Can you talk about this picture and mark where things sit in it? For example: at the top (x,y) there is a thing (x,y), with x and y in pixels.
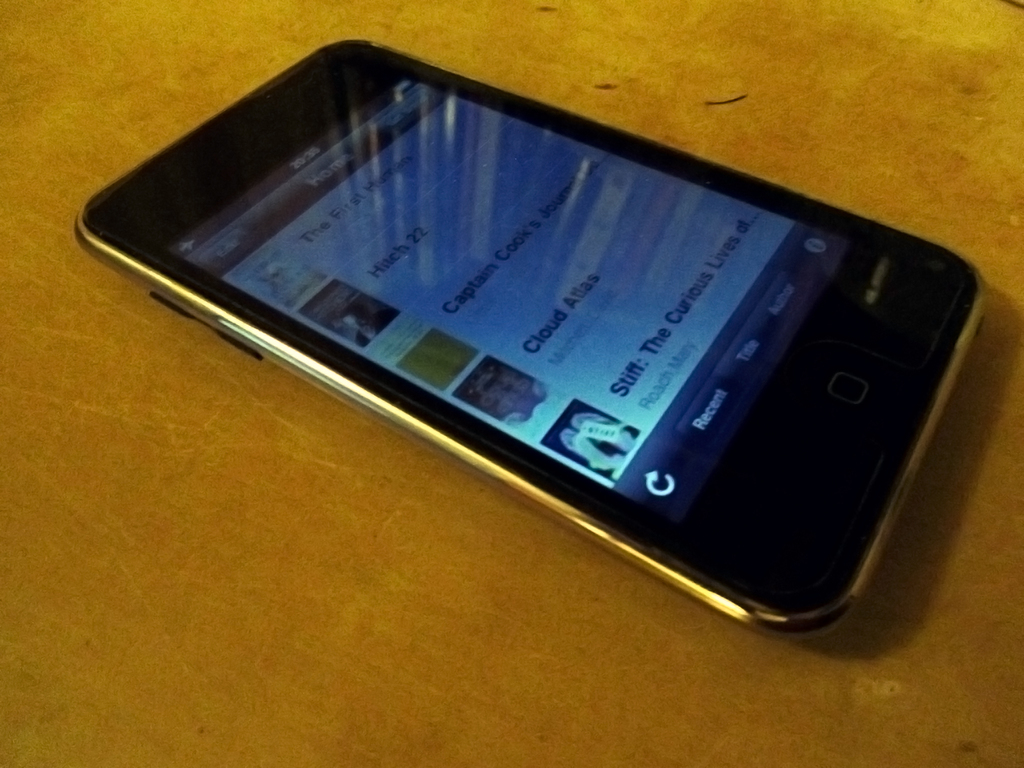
In this image, I can see a mobile (775,278), which is placed on an object (95,477).
